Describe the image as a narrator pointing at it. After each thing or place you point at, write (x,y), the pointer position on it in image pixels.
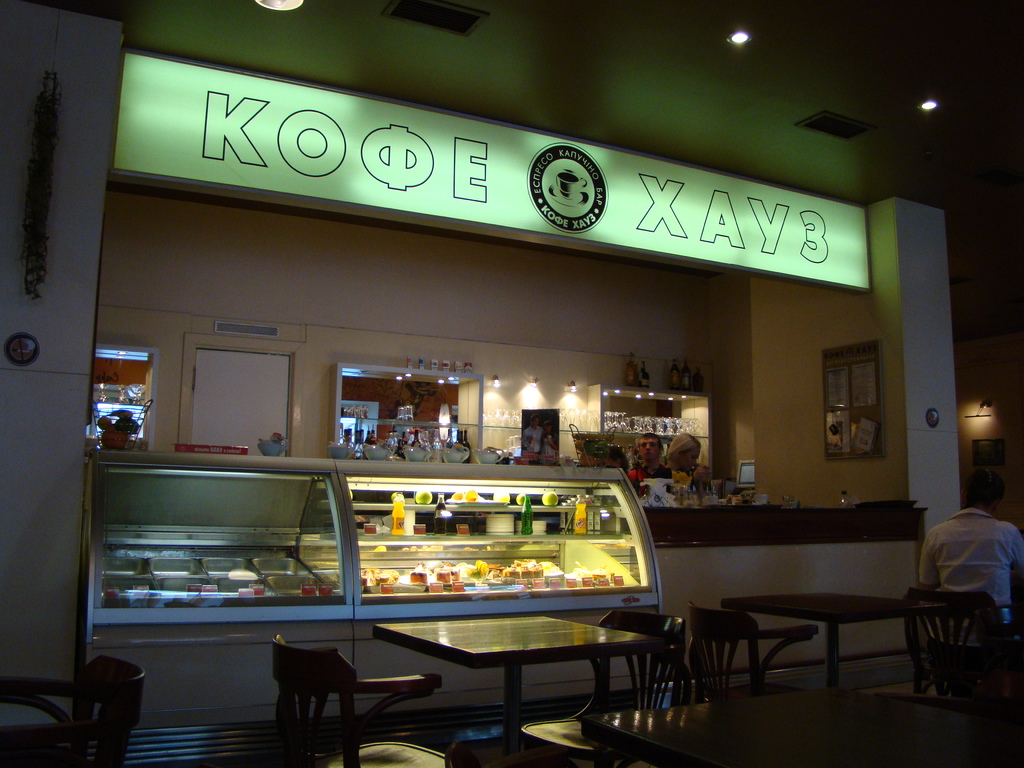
In the image we can see there are people (642,465) who are standing and there is a bakery (382,521) in which the food items (508,566) like pastries (426,549), juice bottles (584,522) are stored in a fridge (467,587) and there are tables (640,713) and chairs (945,628), a person (980,555) is sitting on the chair (929,649).
